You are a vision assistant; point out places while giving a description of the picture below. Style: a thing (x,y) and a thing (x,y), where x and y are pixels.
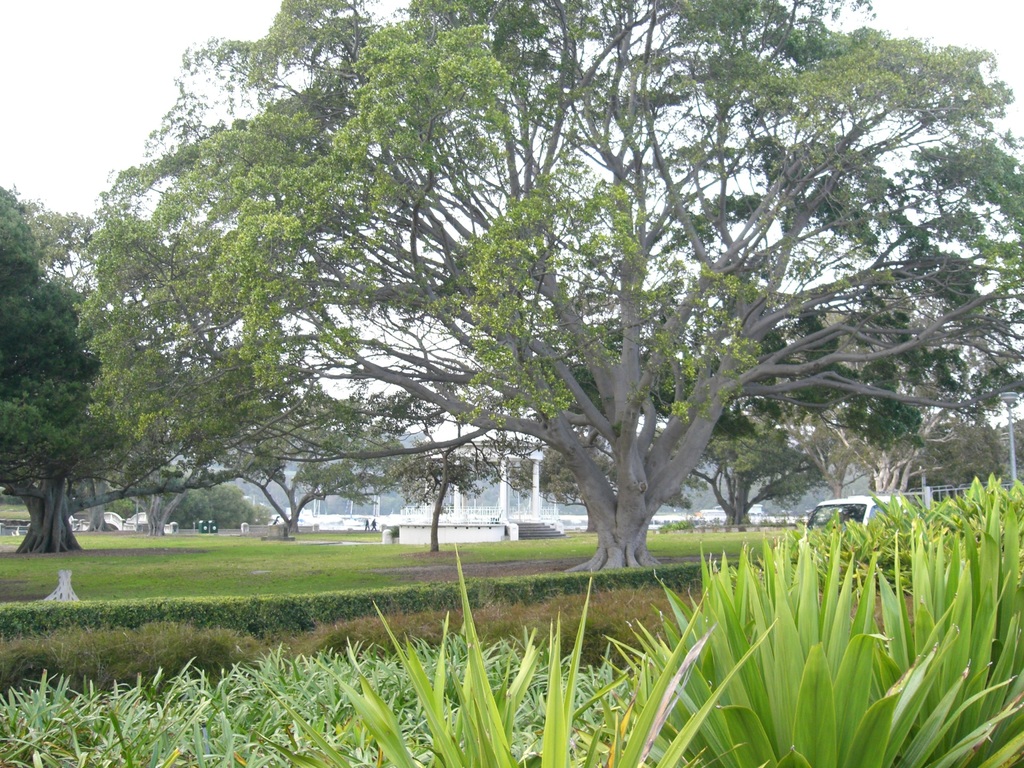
This picture is clicked outside. In the foreground (292,691) we can see the plants (449,661) and the green grass (299,582). In the center (605,280) there are some trees (623,545) and some buildings (526,497) and there are some objects (812,522). In the background (18,126) there is a sky (79,112).
